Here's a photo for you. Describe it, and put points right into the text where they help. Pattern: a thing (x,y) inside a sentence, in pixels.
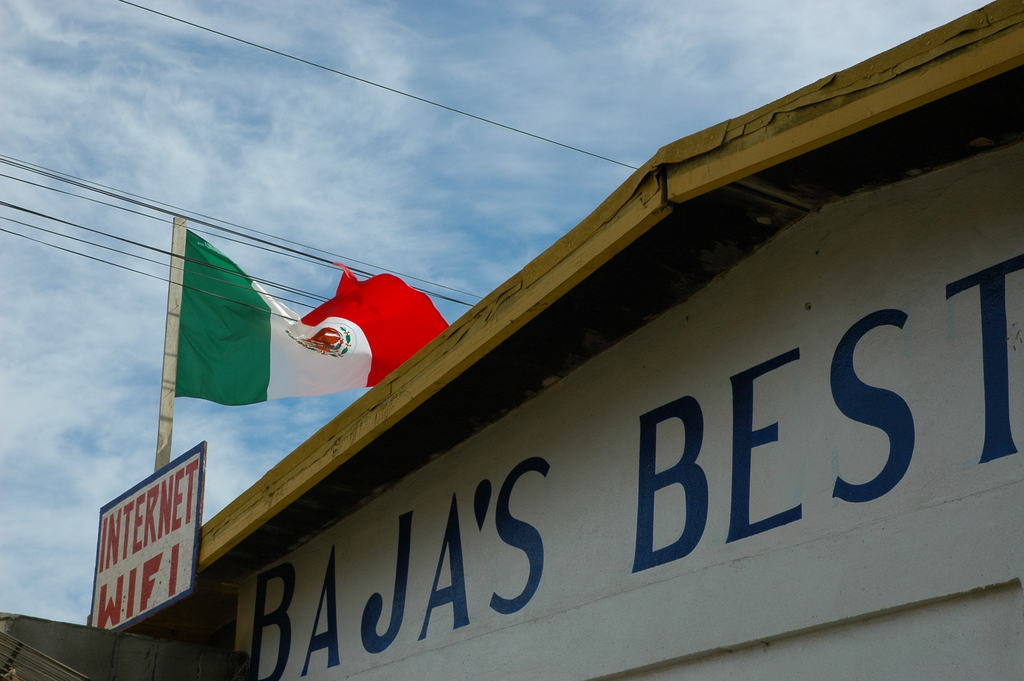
This is the picture of a building (410,579). In this image there is a building (687,582) and there is a text (683,551) on the building (606,558). There is a board (125,588) on the building (899,545) and there is a text (122,535) on the board (113,535) and there is a flag (388,362) on the building (470,350). At the top (399,160) there is sky (370,143) and there are clouds (379,133) and wires (604,159).
